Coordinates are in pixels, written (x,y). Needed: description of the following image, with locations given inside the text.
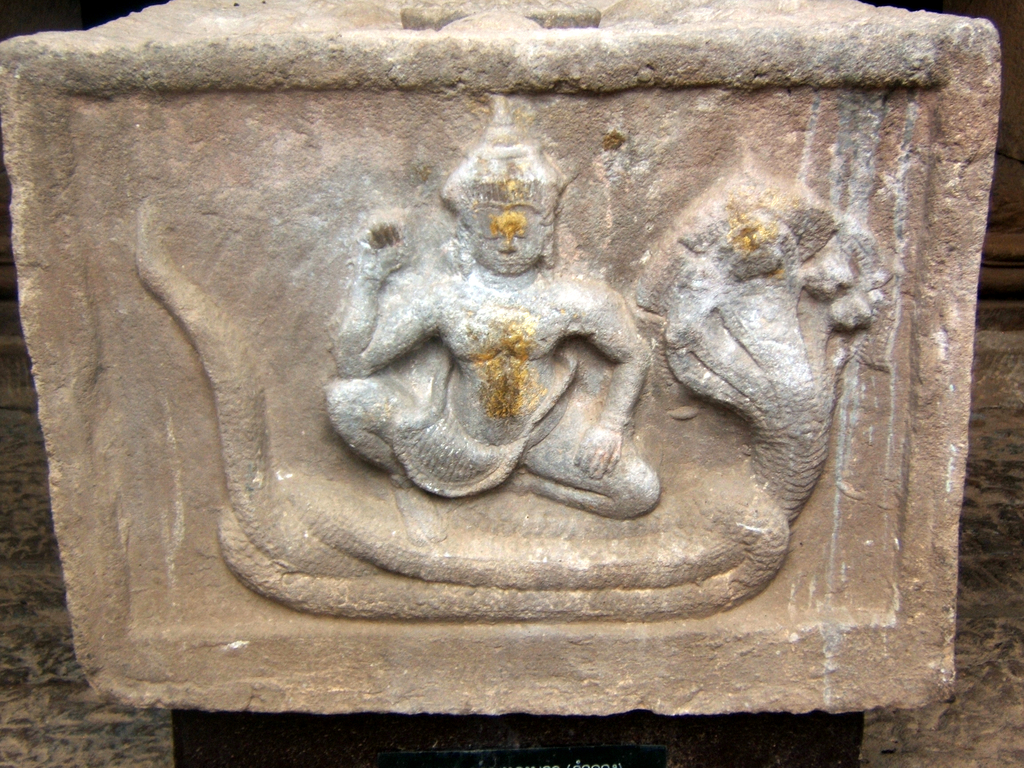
In this image we can see rock-art (575,505) of lord (421,399) and snake (339,538) which is on rock (269,331).
